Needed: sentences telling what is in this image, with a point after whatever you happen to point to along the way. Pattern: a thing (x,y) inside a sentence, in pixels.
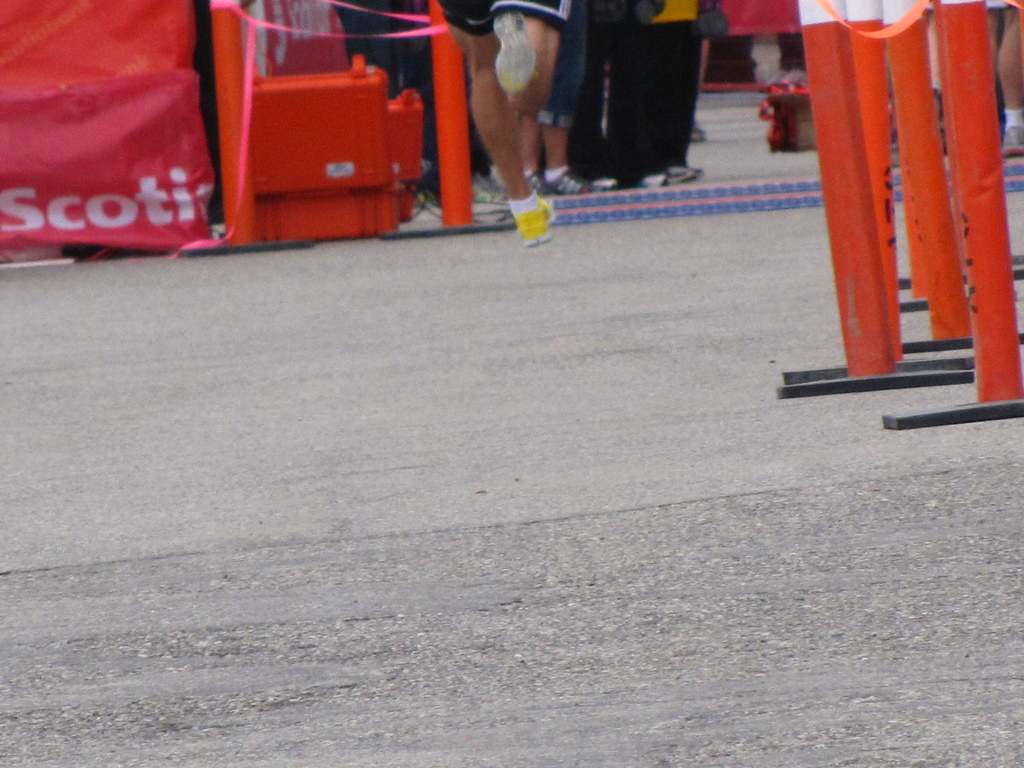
In this picture we can see lane dividers (461,164), barricades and group of people (594,65).
